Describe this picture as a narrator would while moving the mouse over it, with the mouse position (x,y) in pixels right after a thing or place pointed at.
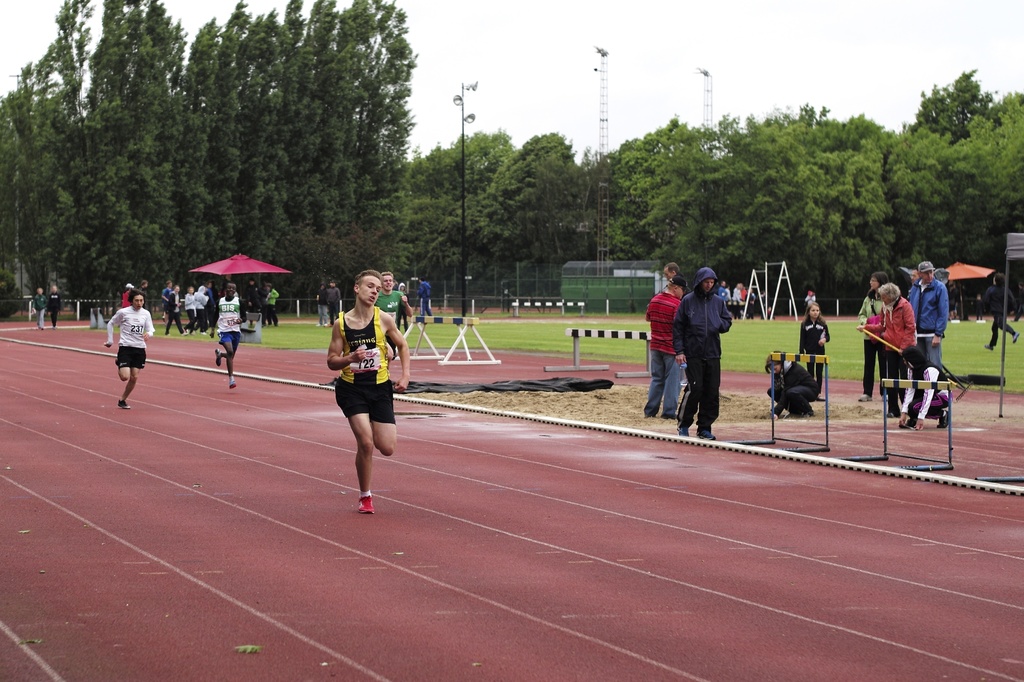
In this image I can see people (225,328) are running some are standing, and I can see the garden (510,348) in the middle (605,231) there are many trees (212,233), background (428,101) is the sky (490,48).
